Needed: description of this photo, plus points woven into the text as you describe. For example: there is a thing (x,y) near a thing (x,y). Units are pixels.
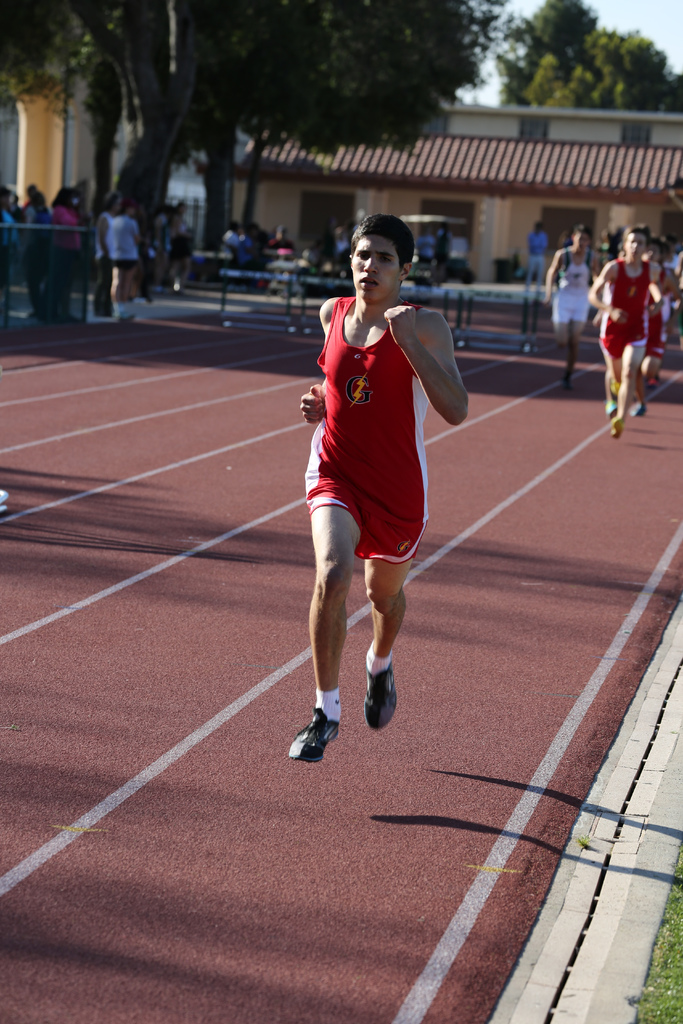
In this image we can see the players (573,325) running on the ground (472,792). In the background (62,214) we can see the people (266,240). We can also see the trees (514,65) and building (545,170). Some part of sky (644,22) is also visible. We can also see the grass (663,976). There are barriers (292,277) in the background (304,299).
